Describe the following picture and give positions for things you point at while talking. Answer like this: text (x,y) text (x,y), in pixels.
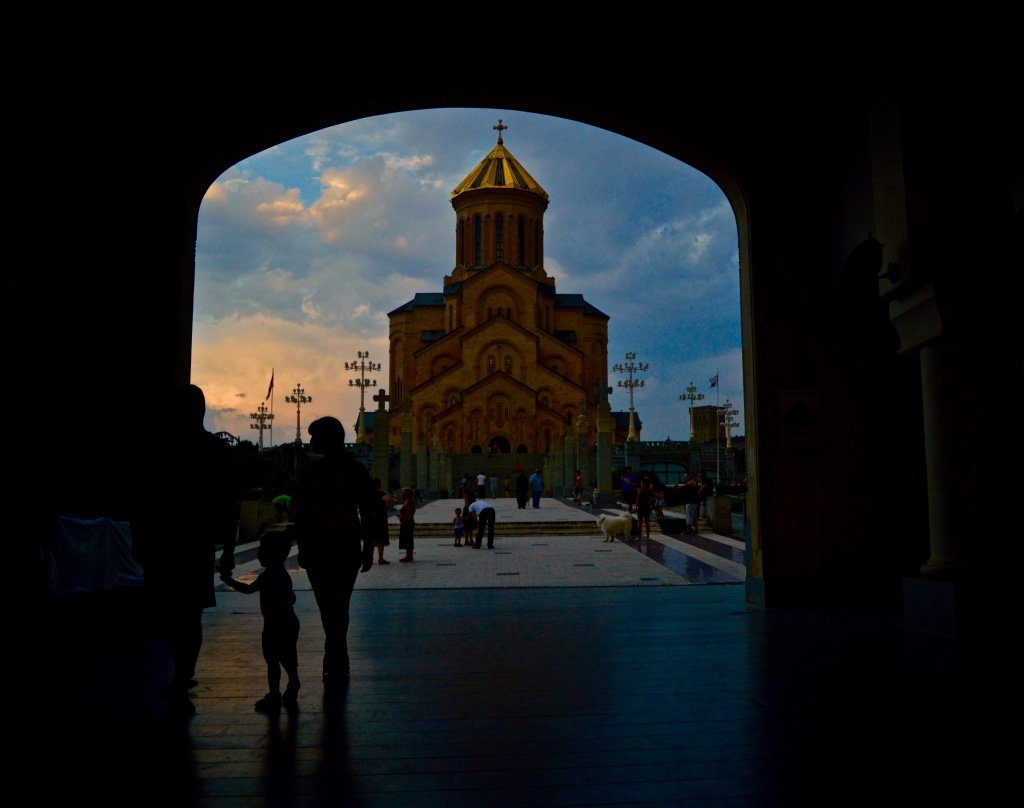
This image is taken during the evening. In the center (425,342) we can see the church (469,390). We can also see some light poles (692,437) and also people (462,532) on the floor (385,713). There is sky (599,188) with some clouds (356,224).
